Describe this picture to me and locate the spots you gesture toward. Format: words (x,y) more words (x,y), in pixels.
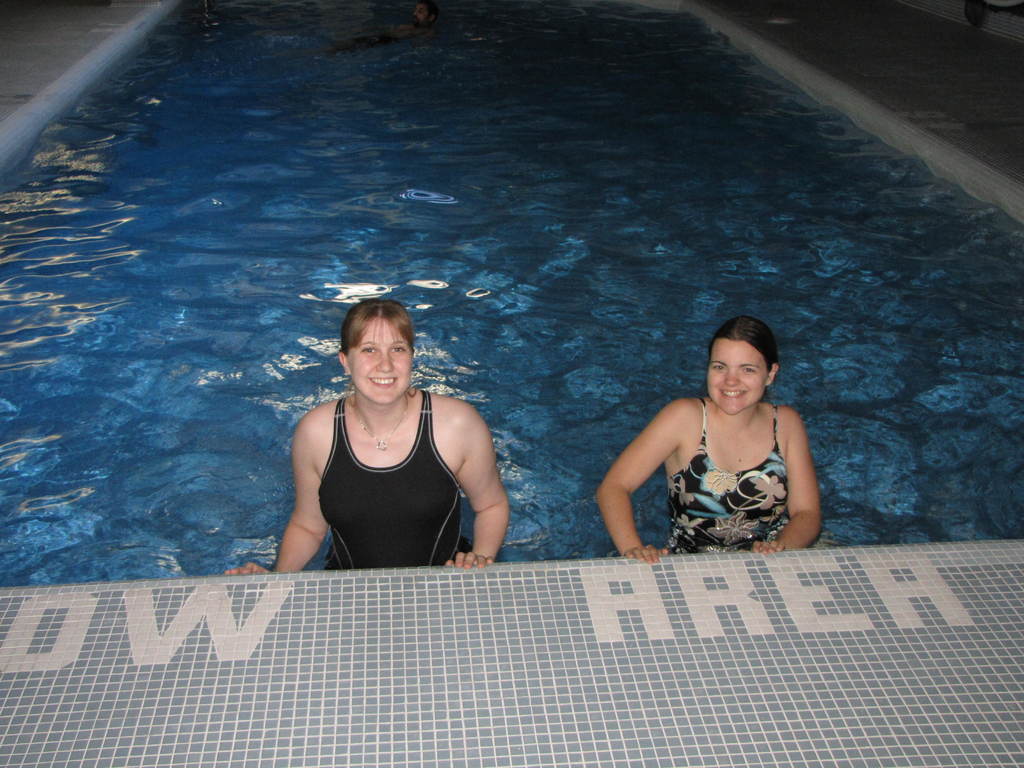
In this image we can see two persons (452,399) in the swimming pool (497,430), in front of them we can see the text (184,620) on the floor (235,620).
